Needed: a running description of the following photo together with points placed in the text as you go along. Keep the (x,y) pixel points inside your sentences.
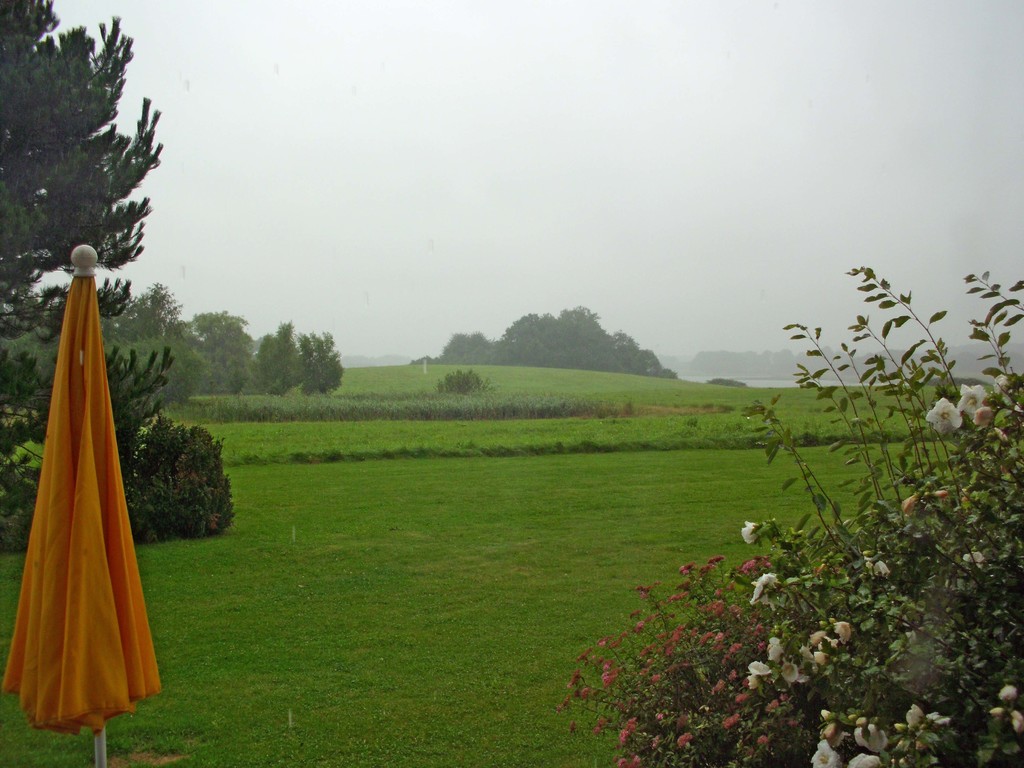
On the left side of the image (119,580) we can see an umbrella (121,531), on the right side of the image (776,705) we can see few flowers (928,719), in the background (555,558) we can find grass (530,468) and few trees (246,390).
